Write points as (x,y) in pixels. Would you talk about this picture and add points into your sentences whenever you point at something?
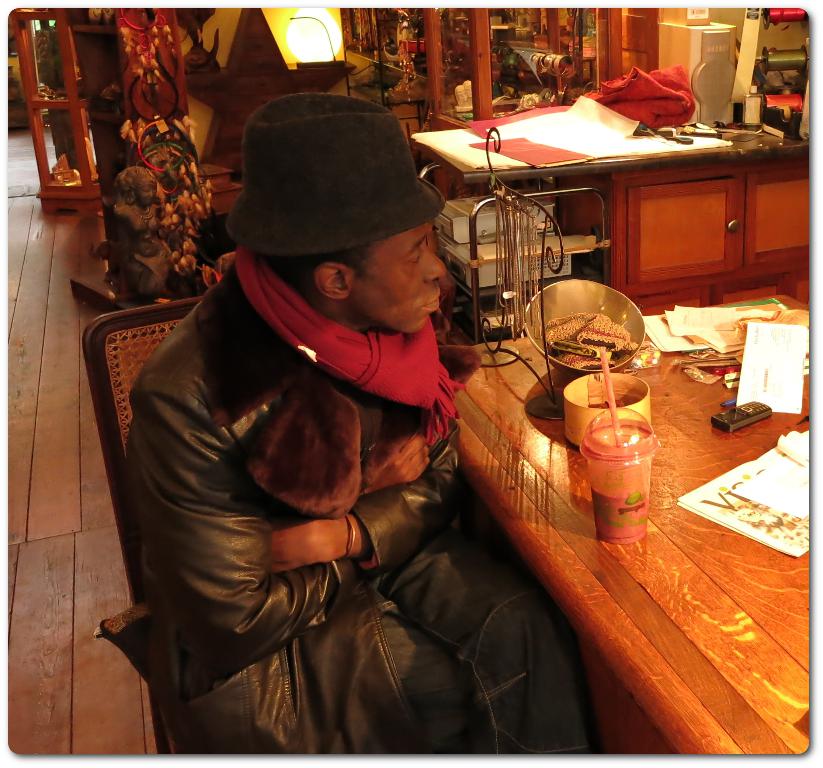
In this image I can see a person (300,279) wearing a hat (250,208) and he is sitting in-front of the table (656,546). On the table (578,491) there is a cup (619,501), cell phone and papers (771,361). In the back (590,120) there are some files (591,99) and objects (668,109) on the table (704,194). To the left (142,211) there is a statue (117,222).
